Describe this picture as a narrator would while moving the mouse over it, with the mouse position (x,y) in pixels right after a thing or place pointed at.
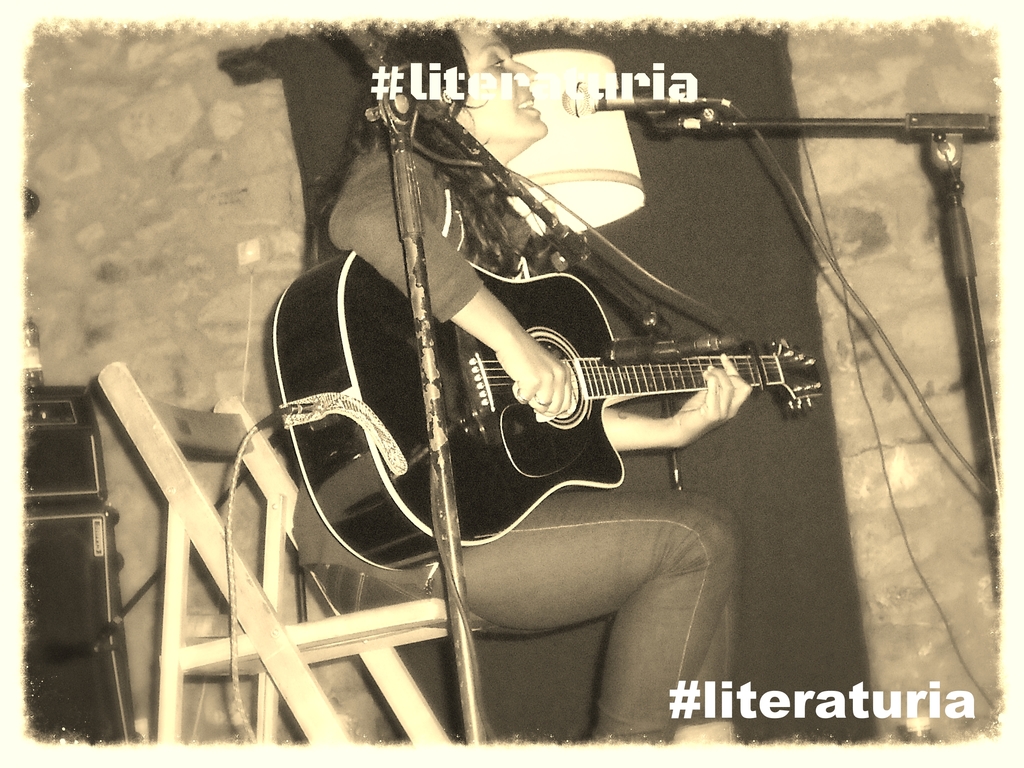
In this image there is one woman (387,153) who is sitting and she is holding a guitar (481,359) in front of her there is one mike (720,117) and on the background (195,91) there is a wall (147,148) and on the bottom of the left corner (63,670) there is one sound system (50,583).
